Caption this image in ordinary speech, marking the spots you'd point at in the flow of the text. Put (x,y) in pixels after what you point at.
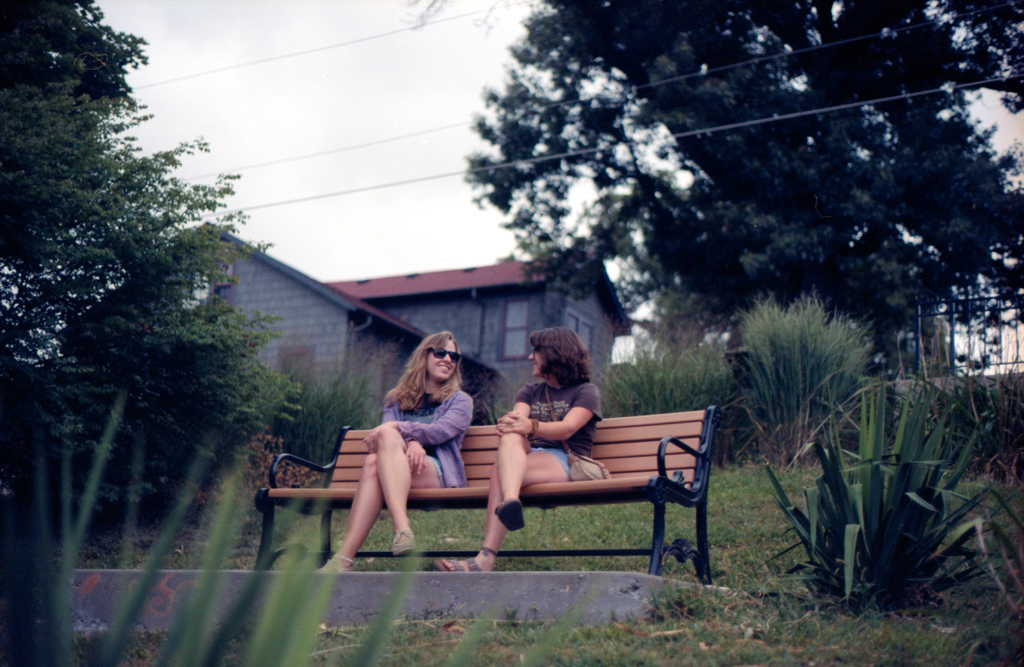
In this image there are two women (420,392) sitting on the bench (418,499) and smiling to each other. In the background (294,290) there is a big tree (740,197) and a house (477,269). At the bottom (714,568) there is a grass (765,641). To the right (859,475) there are plants (852,437).
